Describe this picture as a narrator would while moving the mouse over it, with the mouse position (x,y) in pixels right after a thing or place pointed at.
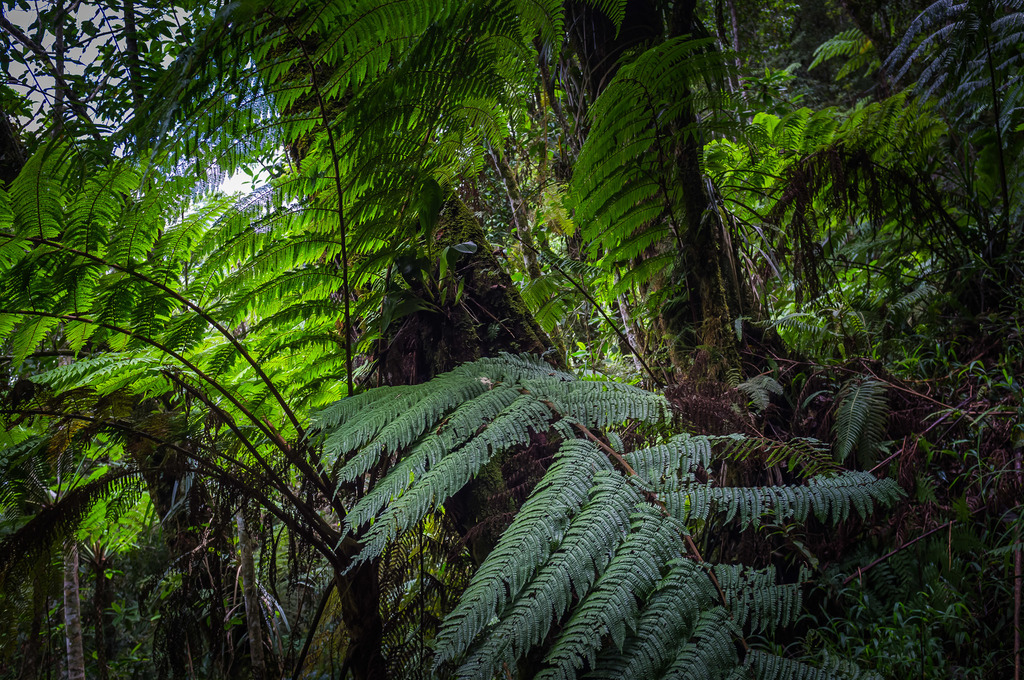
In this picture there are trees (139,236). At the top (163,57) there is sky (133,141) and there are clouds (170,135).
